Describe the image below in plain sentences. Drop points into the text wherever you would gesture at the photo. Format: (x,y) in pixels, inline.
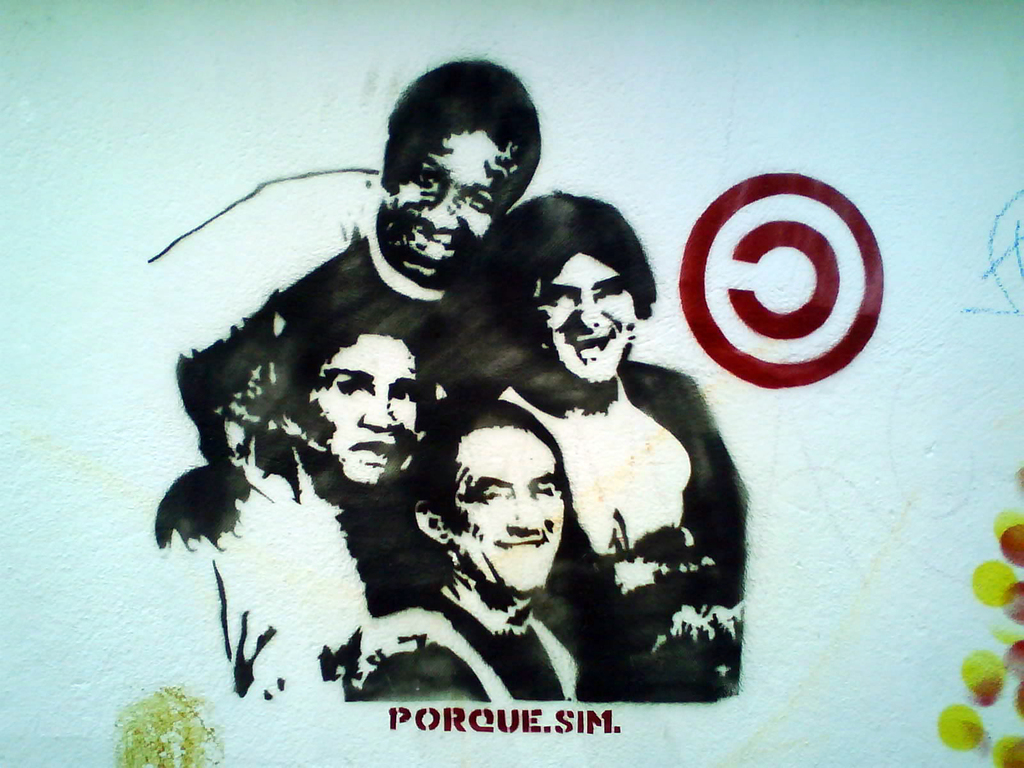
In the center of the image (447,399), we can see sketch (469,392) of some people (439,438) and in the background (522,715), we can see some text (453,725) written.
